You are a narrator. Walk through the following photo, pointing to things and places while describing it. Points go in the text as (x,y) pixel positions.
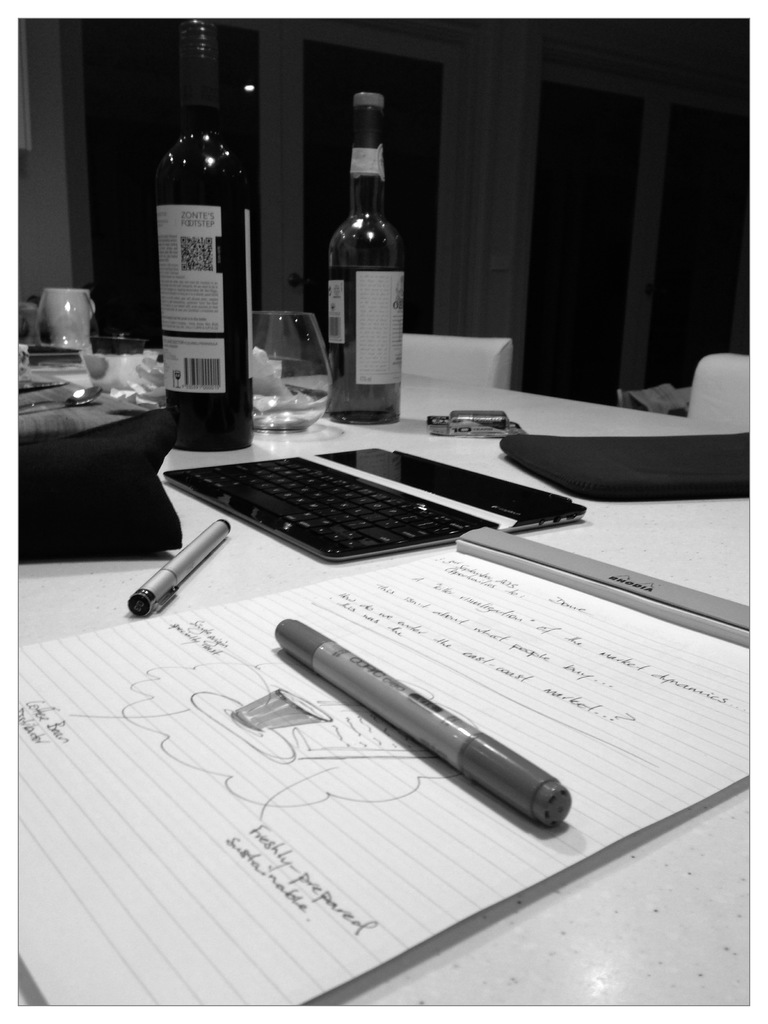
In this image on the table (249,545) there are pens (216,545), a book (157,664), glasses (293,372), bottles of wine (233,424), keyboard (290,520) and some other objects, behind the table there are chairs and glass doors (560,148).
